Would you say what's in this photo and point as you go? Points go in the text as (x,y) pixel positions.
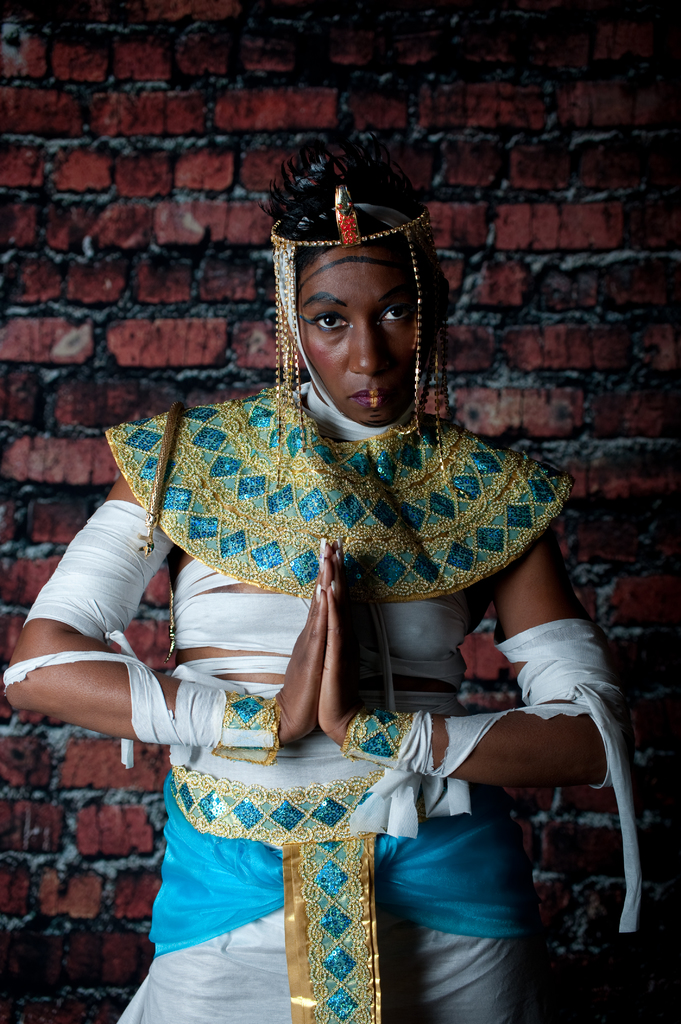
In this image, we can see a woman (419,749) wearing a costume (359,736) and watching. Background (630,471) there is a brick wall (39,372).
